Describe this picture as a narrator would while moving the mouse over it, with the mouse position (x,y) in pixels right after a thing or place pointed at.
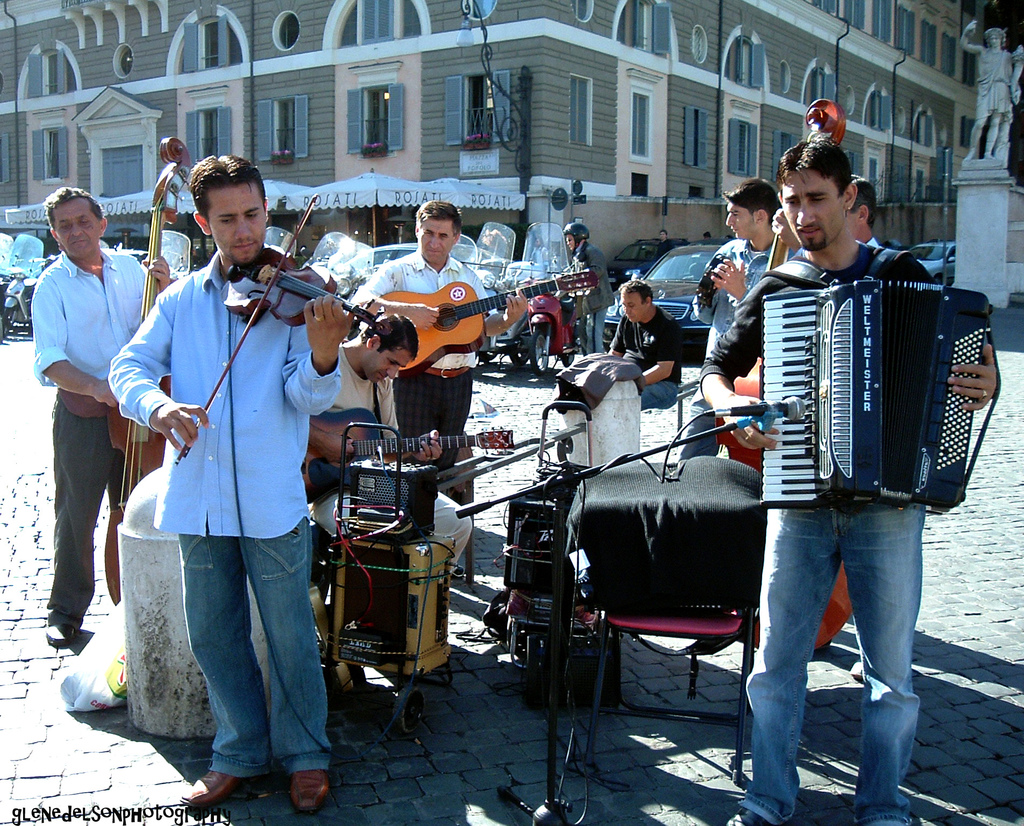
This picture shows there is a music band (112,337) standing on the road (486,475). Everybody is having a musical instrument (248,309) in his hands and a microphone (783,407) in front of them and they are playing them. In the background (669,284), there are some cars (667,268) and people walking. We can observe a building (455,90) here.
